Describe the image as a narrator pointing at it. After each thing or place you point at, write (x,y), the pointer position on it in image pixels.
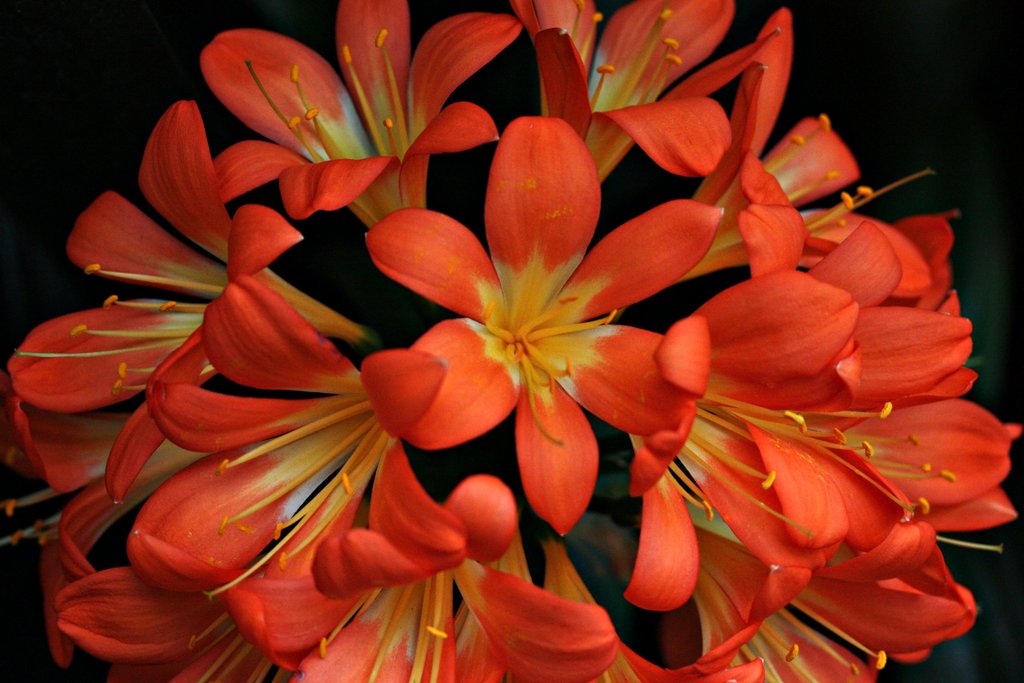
In this picture, there are flowers (330,310) which are in red and yellow in color.
